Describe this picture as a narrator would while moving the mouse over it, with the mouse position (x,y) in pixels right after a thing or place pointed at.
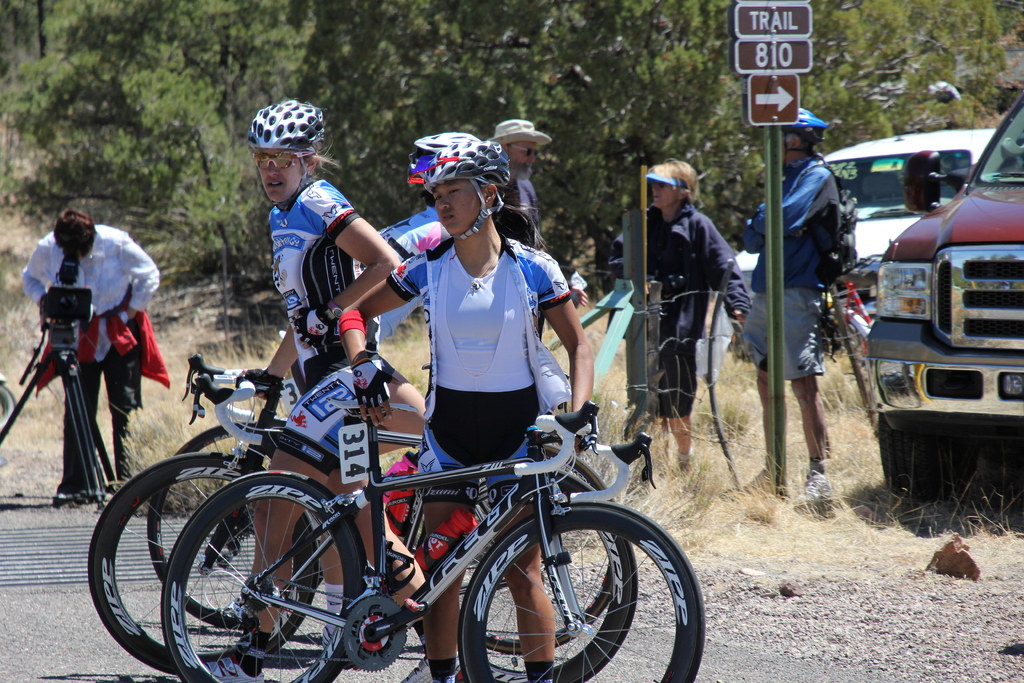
This picture might be taken from outside of the city. In this image, we can see two women (361,319) are holding a bicycle (532,483) in their hands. On the right side (934,270), we can see a car (908,453) which is placed on the land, on the right side (929,469), we can also see another vehicle (885,191) which is placed on the grass (852,398), a group of people (763,377), hoardings (780,396). On the left side (51,363), we can see a person (98,276) standing in front of the camera, trees (89,42). In the background (237,152), we can also see some trees (565,36), at the bottom (719,527), we can see a grass (828,558) and a land (981,593) with some stones (955,607).
